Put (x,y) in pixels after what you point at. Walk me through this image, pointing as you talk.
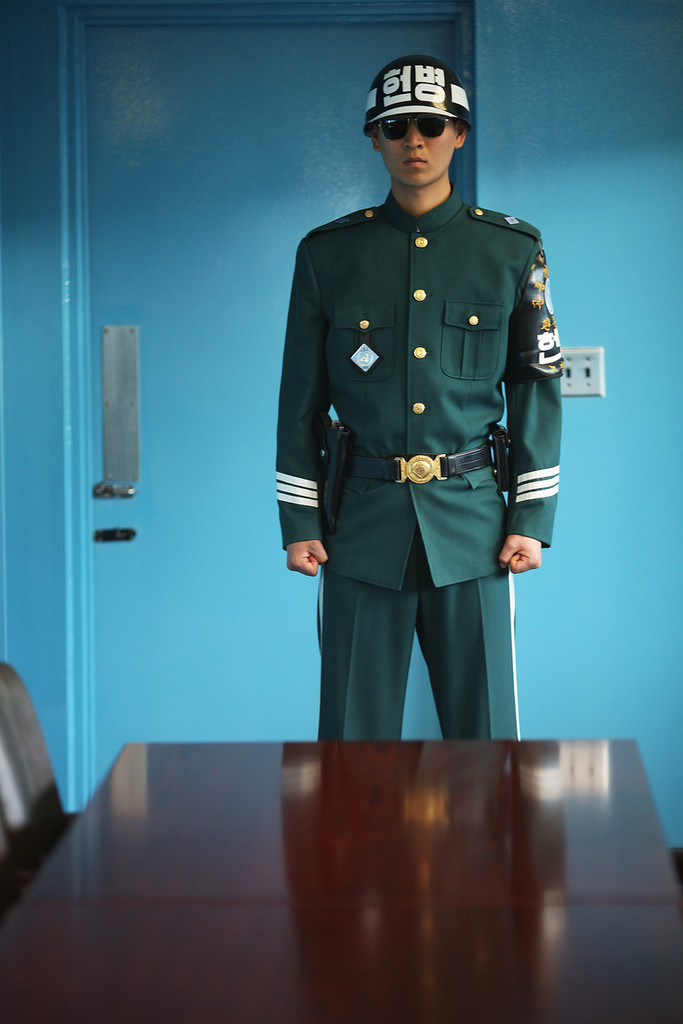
In the room (226,558) we can find one man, table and chair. In the background (225,549) we can find wall (46,355), door (215,556) and switch board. A man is wearing a uniform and helmet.
